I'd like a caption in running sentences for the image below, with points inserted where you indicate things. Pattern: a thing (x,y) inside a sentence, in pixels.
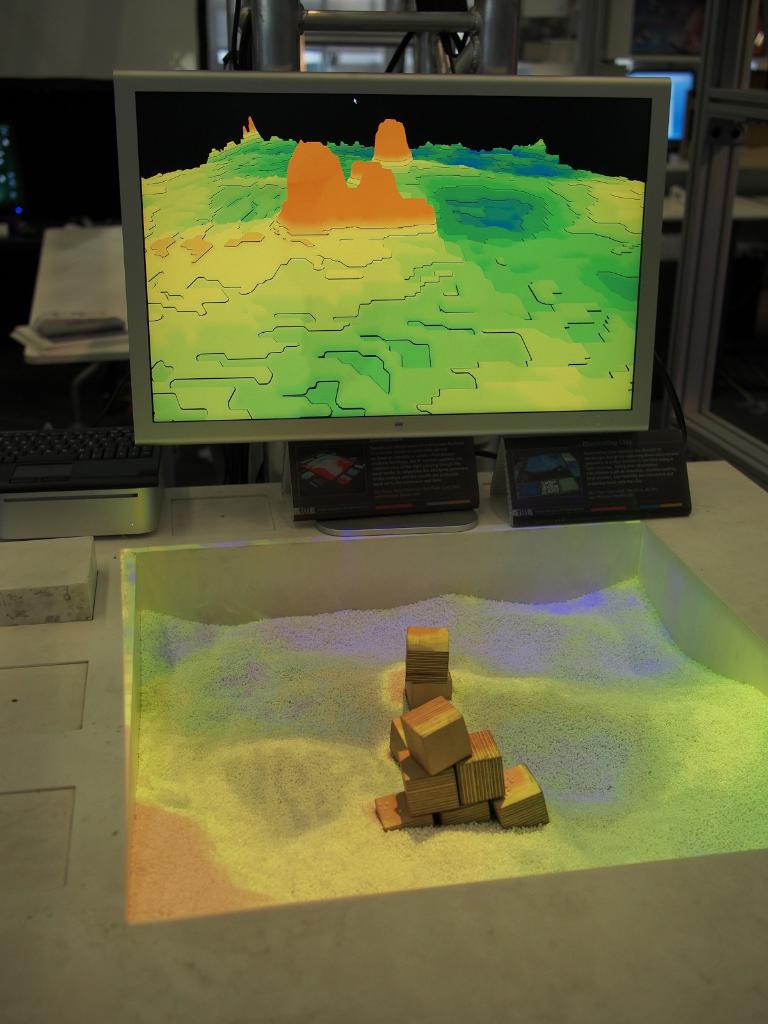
In this image I can see few wooden blocks (409,766) on the colorful sand (380,709). In the background (337,343) I can see the monitor (320,397). To the left (145,456) I can see the keyboard (59,463). Behind the monitor (305,325) I can see few metal rods (271,64) and few electronic devices (686,90).
